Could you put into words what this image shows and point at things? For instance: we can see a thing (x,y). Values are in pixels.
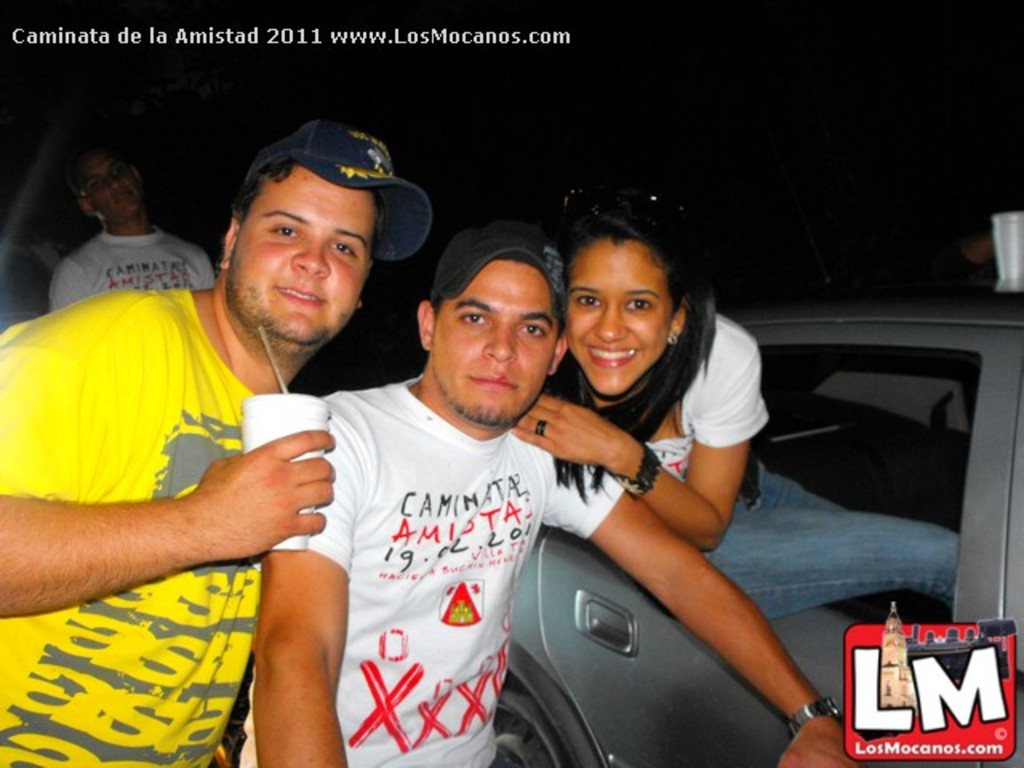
In this image i can see two men (481,400) standing and a woman (621,380) sitting in car (784,436) at the back ground (140,217) i can see a man (139,230).
